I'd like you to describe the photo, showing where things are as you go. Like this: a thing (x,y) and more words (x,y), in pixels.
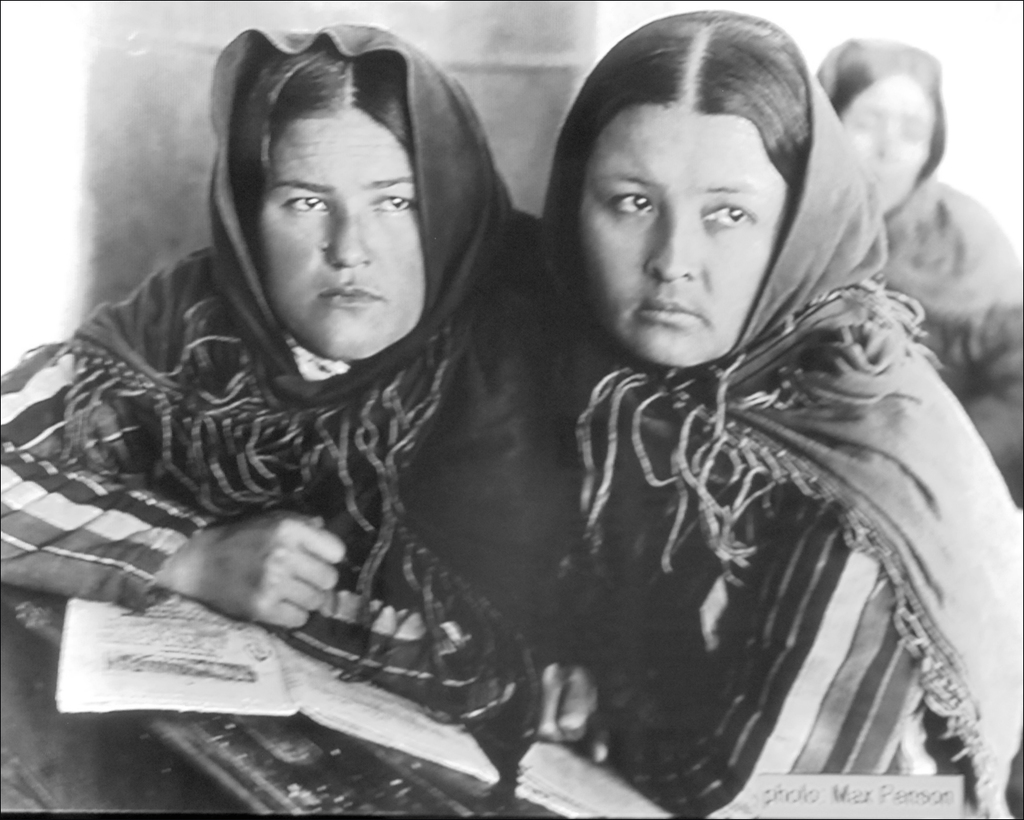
In the image we can see the black and white picture of two women (460,450) wearing clothes (475,572). Here we can see the books (327,701) and behind them there is another person (919,198) wearing clothes (950,223).
